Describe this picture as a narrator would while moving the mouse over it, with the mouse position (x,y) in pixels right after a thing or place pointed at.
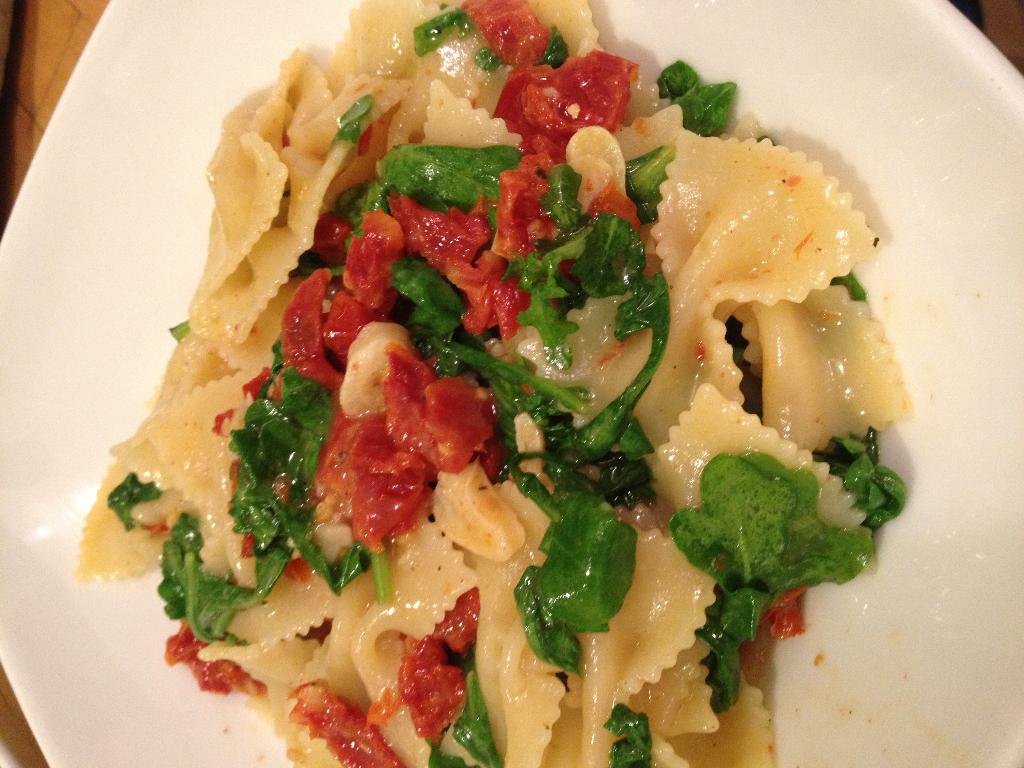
In this image I can see a food item (510,157) is on the white color plate (167,149). Food (473,243) is in red, green and cream color.
